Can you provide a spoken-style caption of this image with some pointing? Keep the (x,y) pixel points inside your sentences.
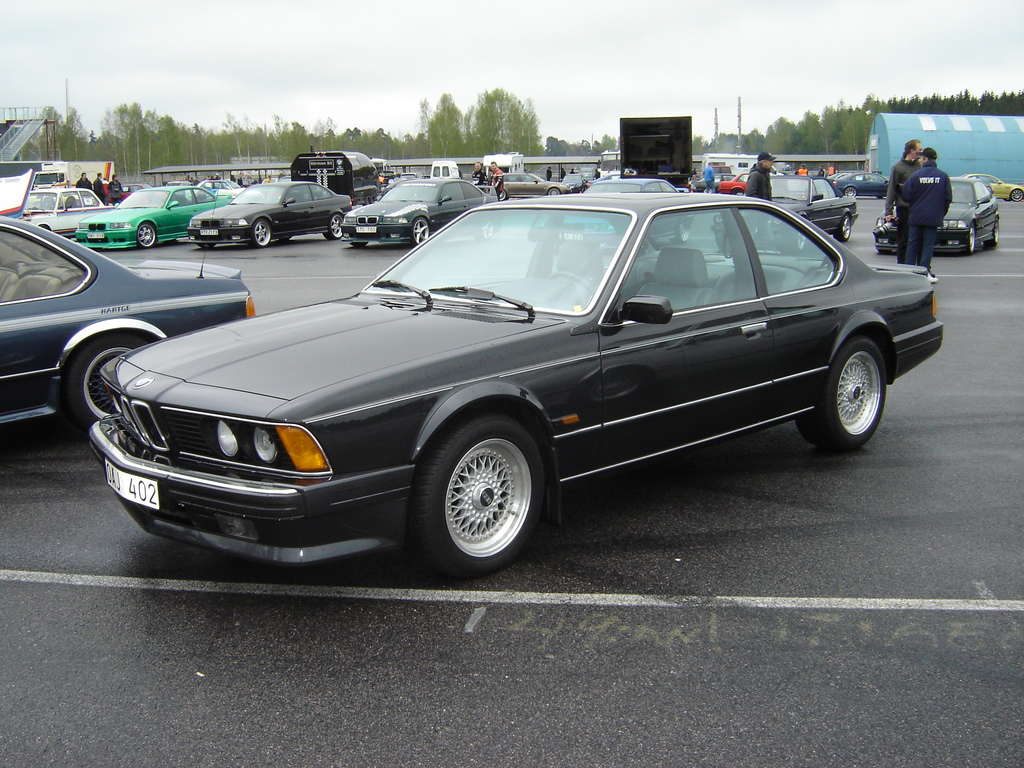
Vehicles (589,222) are on the road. Here we can see people (946,193). Far there are trees (296,146), poles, slide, open-shed (160,171) and blue shed (879,118). Sky (404,71) is cloudy.
